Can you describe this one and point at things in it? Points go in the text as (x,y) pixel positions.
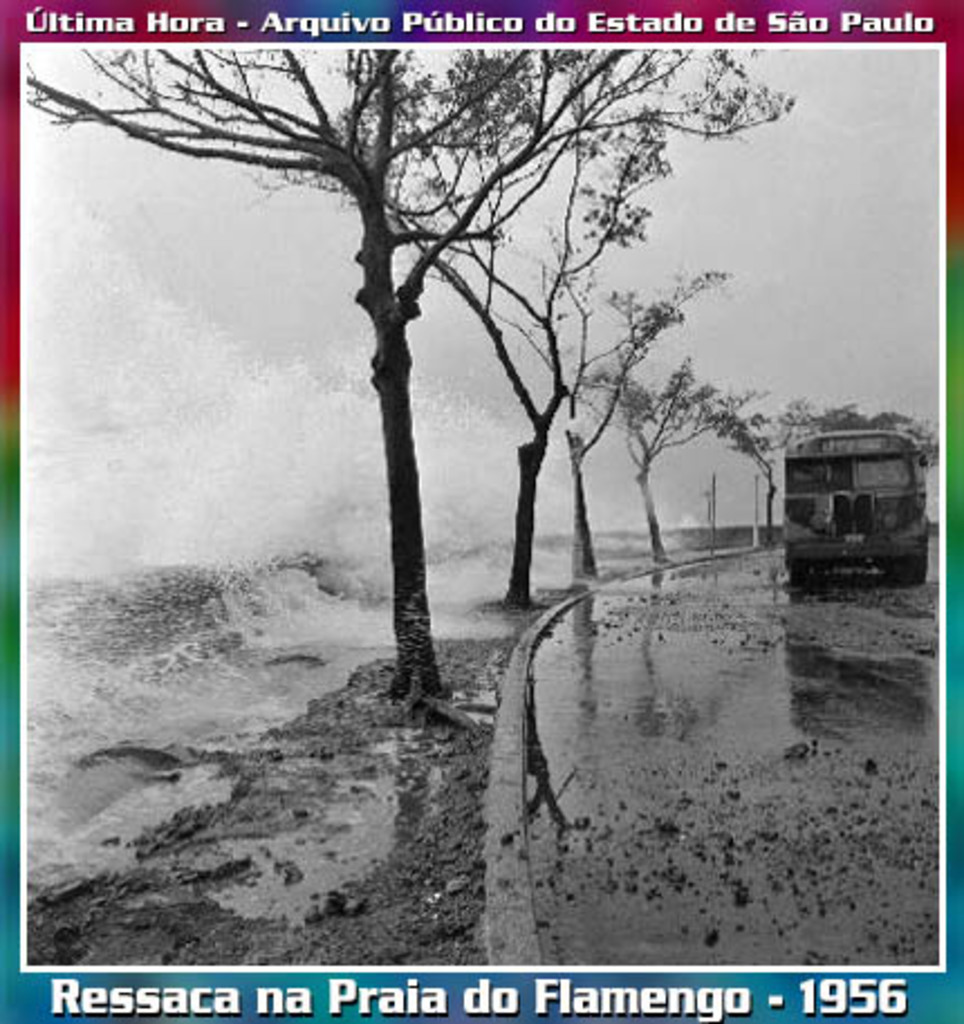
This is a black and white image and it is edited. On the right side of the image (840,513) there is a vehicle (826,539) on the road (698,726). Beside the road (677,790) there are few trees (576,541). On the left side (163,605), I can see the water (304,491). At the top of the image (803,213) I can see the sky (798,212). At the top (345,18) and bottom of the image (297,1002) I can see some text (445,1011).
